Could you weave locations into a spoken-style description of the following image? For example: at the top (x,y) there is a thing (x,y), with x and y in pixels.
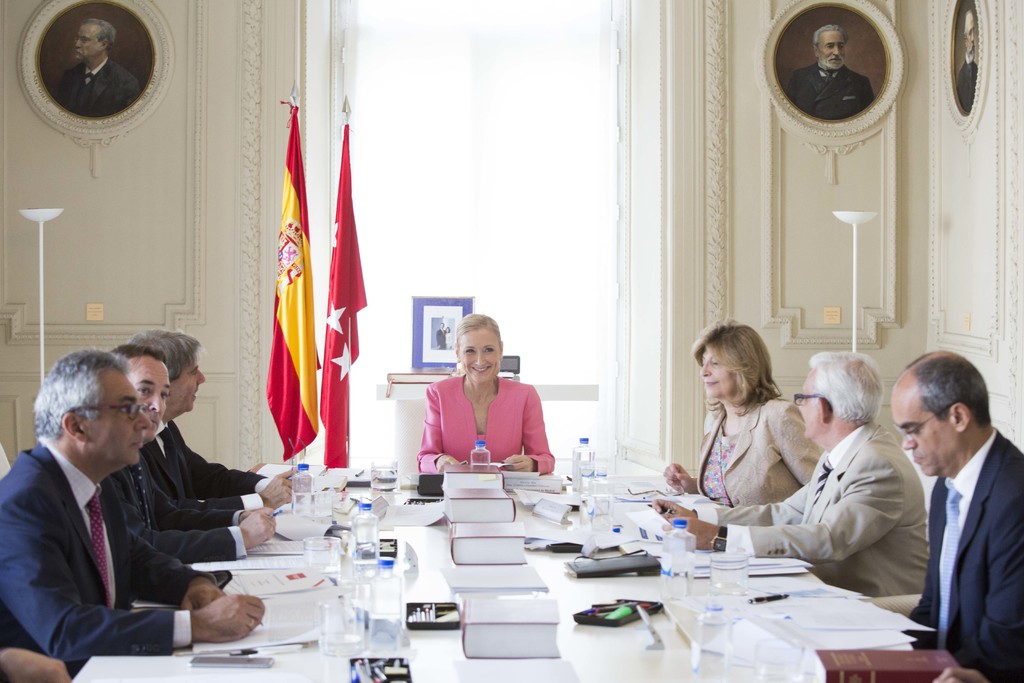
In this image I can see a group of people (166,444) are sitting on a chair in front of a table (423,585) on the table (452,565) I can see glass bottles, books (492,519) and other objects (556,509) on it. I can also see there are few flags (299,298).
